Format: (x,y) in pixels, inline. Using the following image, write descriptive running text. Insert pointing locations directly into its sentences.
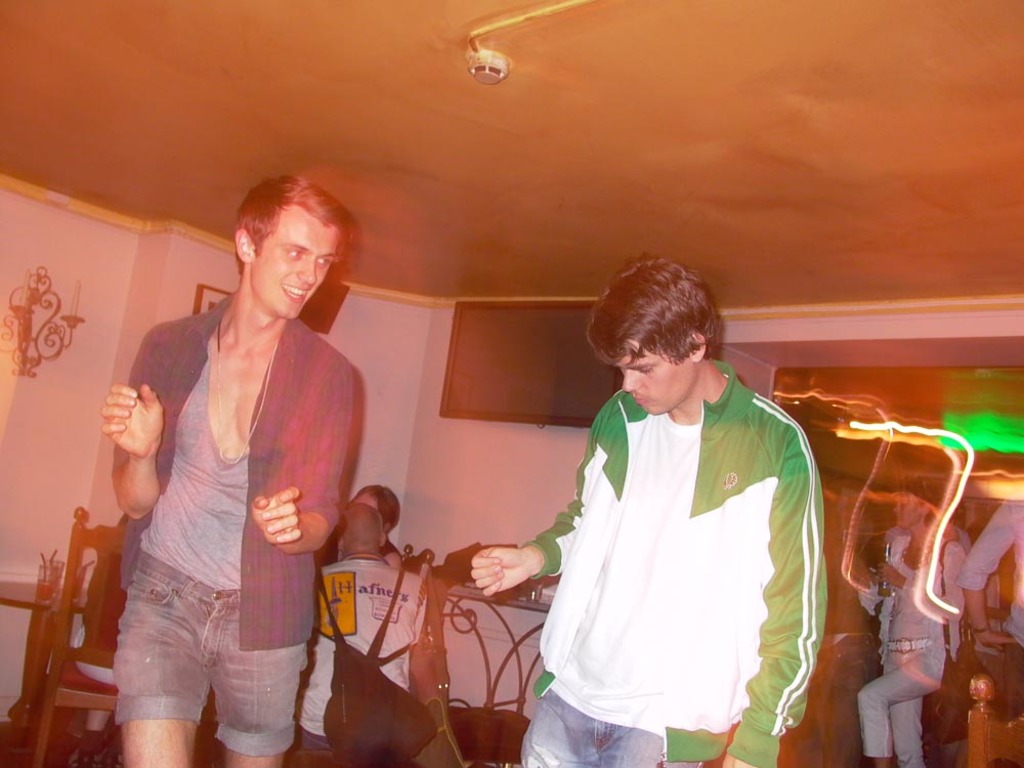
In this image we can see people (186,565), chairs (100,592), table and things (83,590). Picture (220,294), decorative object (32,292) and television (487,413) is on the wall (420,442).
